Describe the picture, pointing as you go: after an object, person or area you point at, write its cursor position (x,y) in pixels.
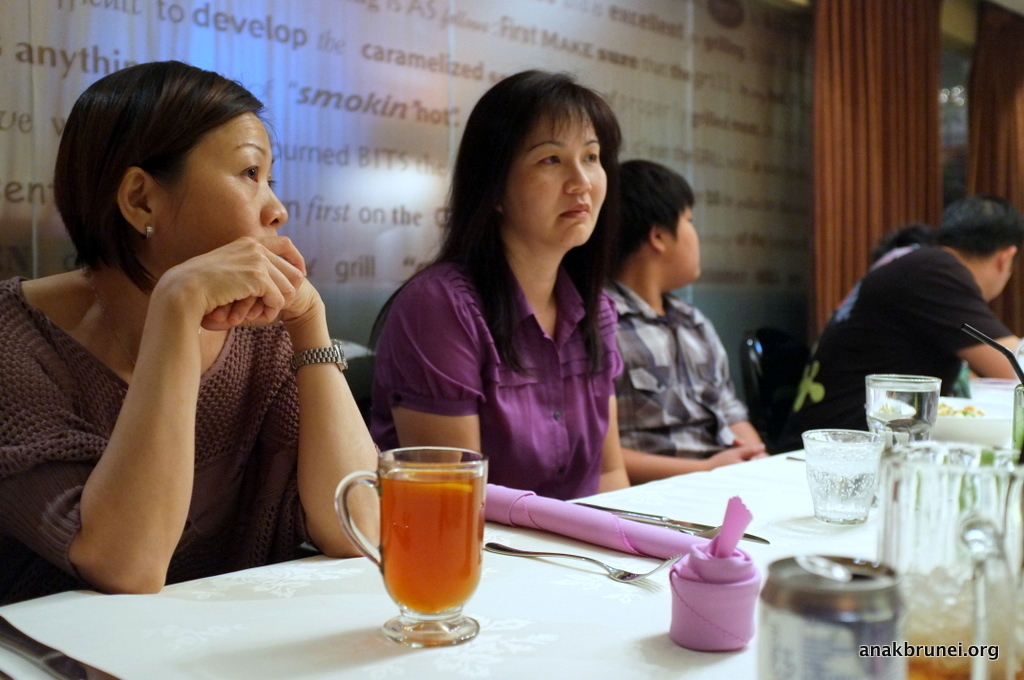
In this picture we can see four persons (656,394) sitting in front of a table (682,488), there are some glasses (914,419), a fork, a knife (711,527), clothes (705,568), mugs (926,541) present on the table (631,631), in the background (826,324) we can see curtains (862,167), there is some text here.
